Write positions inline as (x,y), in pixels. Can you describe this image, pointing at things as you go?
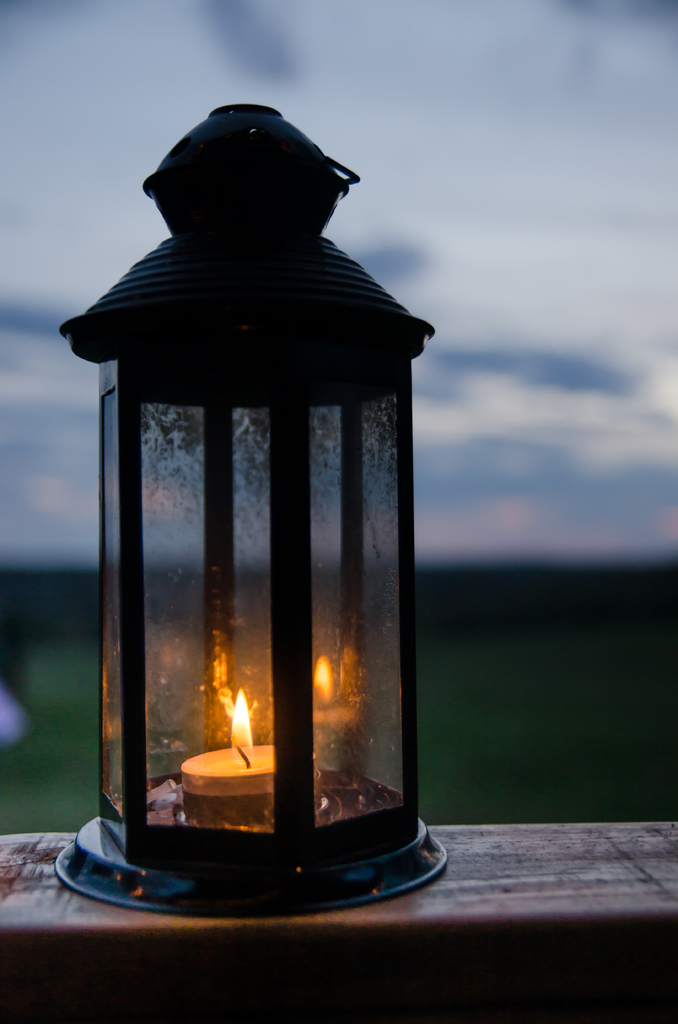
In this picture we can see a lantern (290,266) on the wooden surface (336,969).
